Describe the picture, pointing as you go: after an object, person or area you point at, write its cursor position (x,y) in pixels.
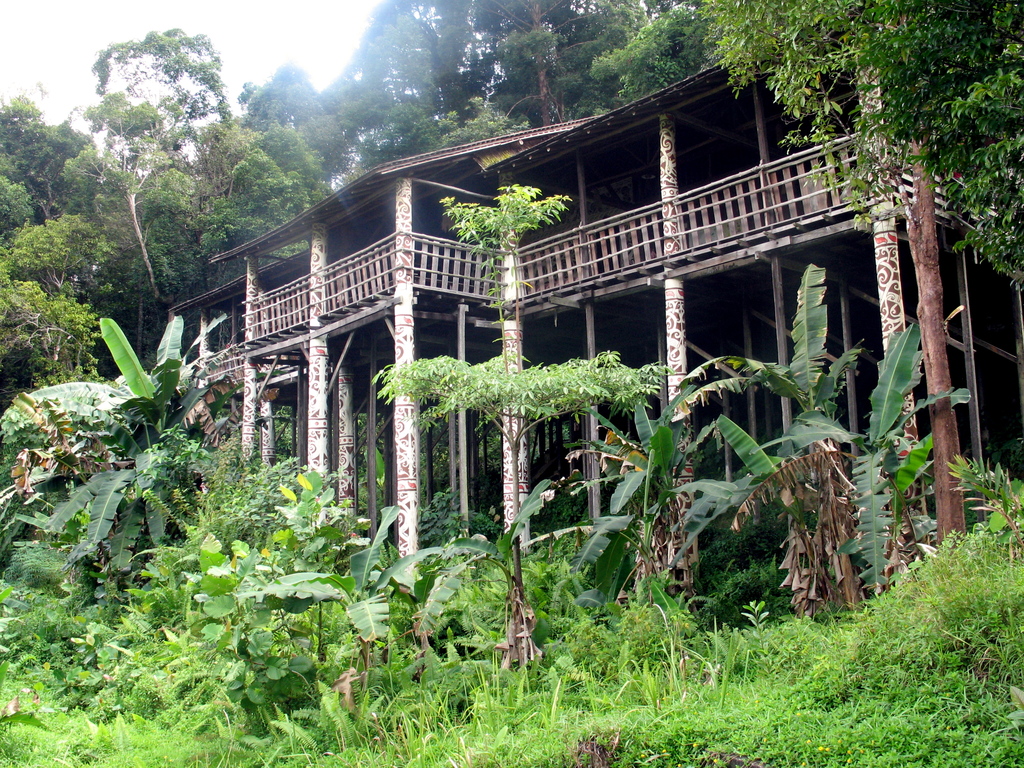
In this image I can see a building (279,369) and trees (864,37) and plants (594,399) visible in the top left (158,26) I can see the sky (56,87).
